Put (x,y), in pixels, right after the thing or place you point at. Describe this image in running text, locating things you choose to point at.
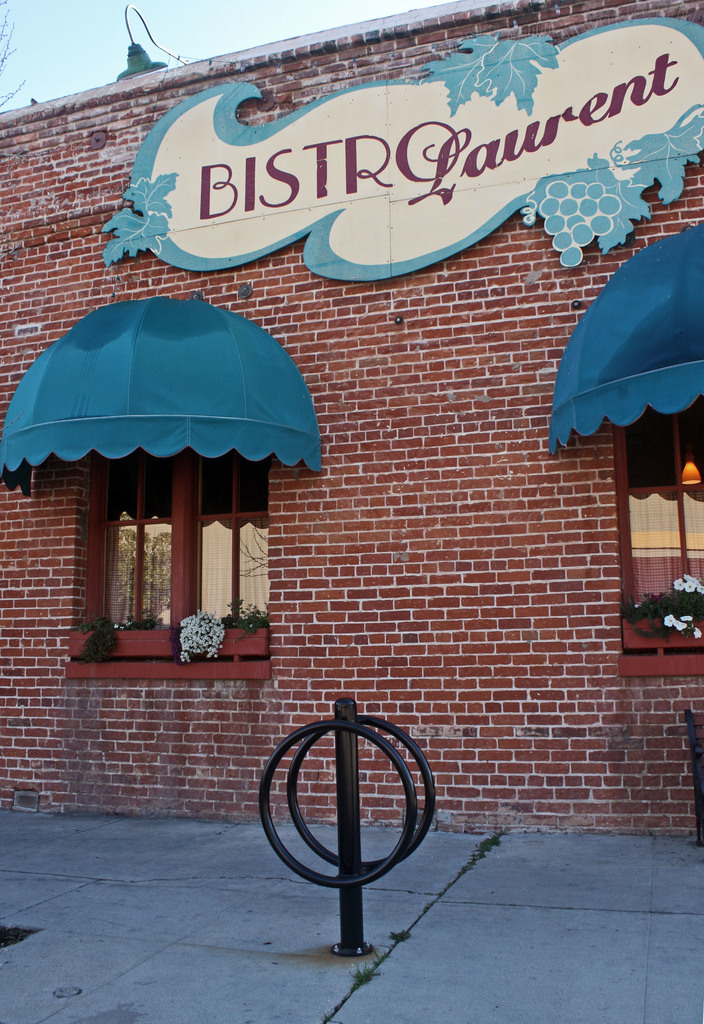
In this image we can see a building (411,690), plants (147,626) in the window (172,612) and sky (47,91).
